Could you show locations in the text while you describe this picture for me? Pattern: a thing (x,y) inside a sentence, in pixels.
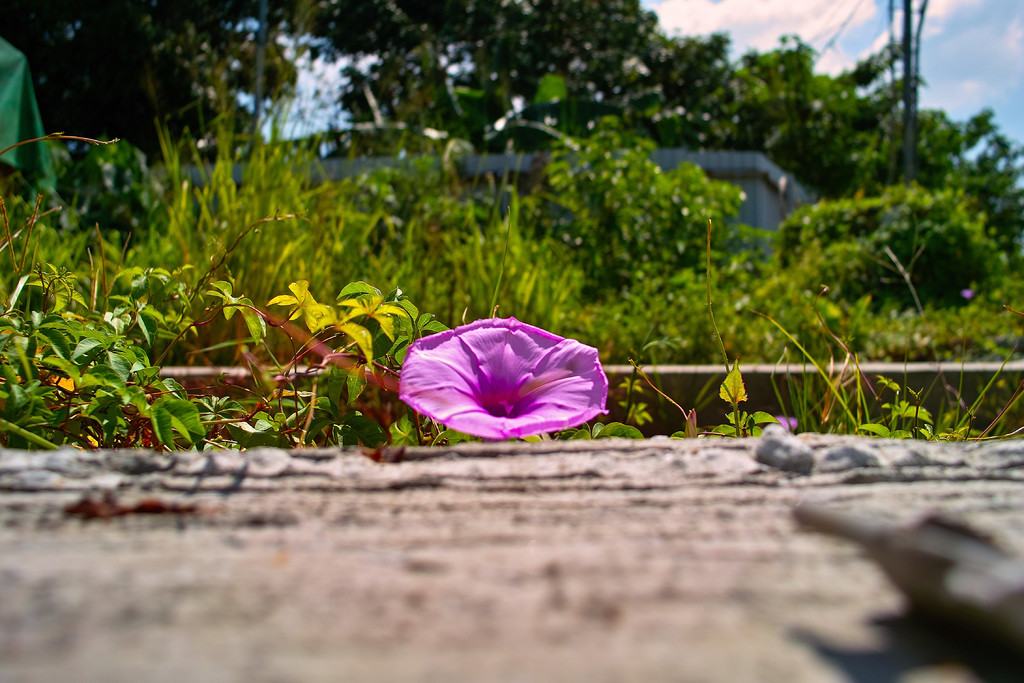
Here in this picture in the middle (507,415) we can see a flower (521,417) present on the ground (527,458) and we can also see plants (242,342) and trees (843,133) present and we can see clouds (1006,47) in the sky (1008,66).
